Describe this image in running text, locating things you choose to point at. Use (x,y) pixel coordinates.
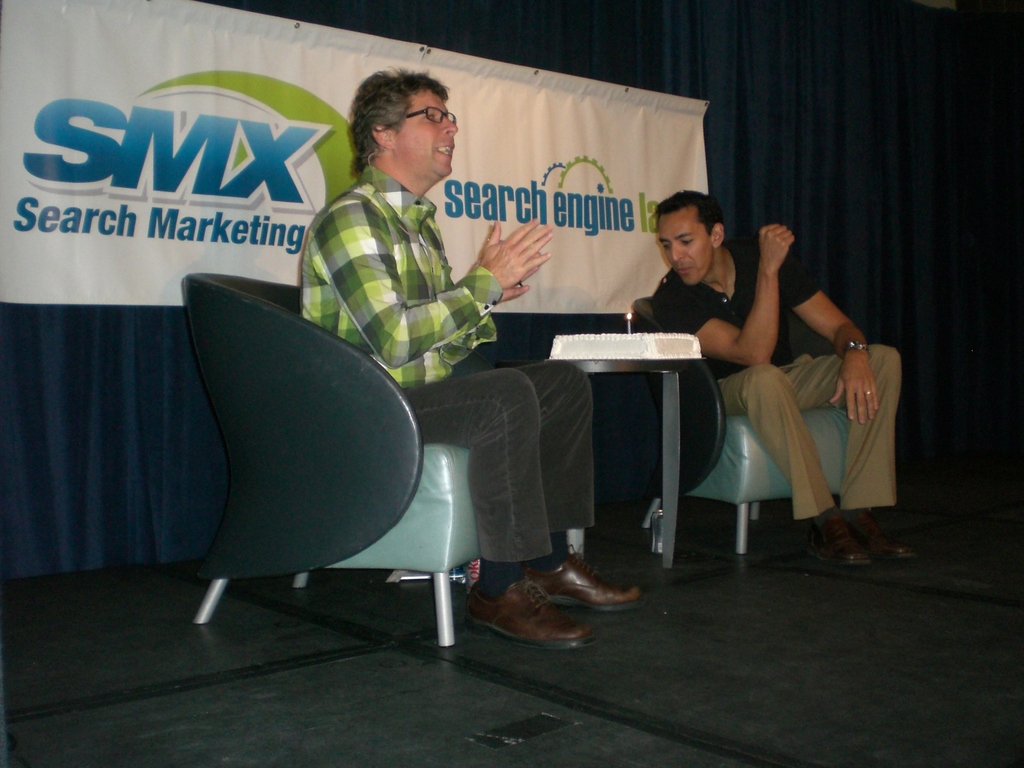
In this image i can see two men (496,382) who are sitting on a chair (381,389) and talking. In the middle (639,352) we have a cake (649,338) on the table (663,368).
